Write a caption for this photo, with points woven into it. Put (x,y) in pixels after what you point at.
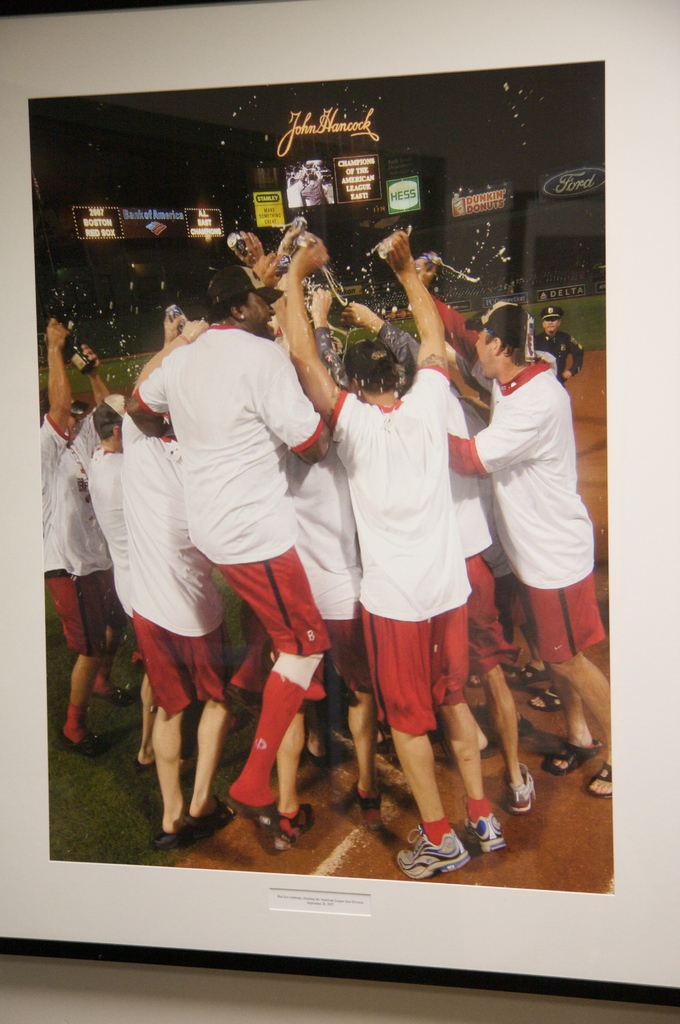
In this picture I can see the photo frame (642,566) on the wall (636,1006). In that photo frame (202,374) I can see the players (288,330) who are wearing the same dress (301,438) and they are enjoying. In the back (299,156) I can see the posters (128,216), banners (409,202), screens (367,198) and other objects (379,204).
